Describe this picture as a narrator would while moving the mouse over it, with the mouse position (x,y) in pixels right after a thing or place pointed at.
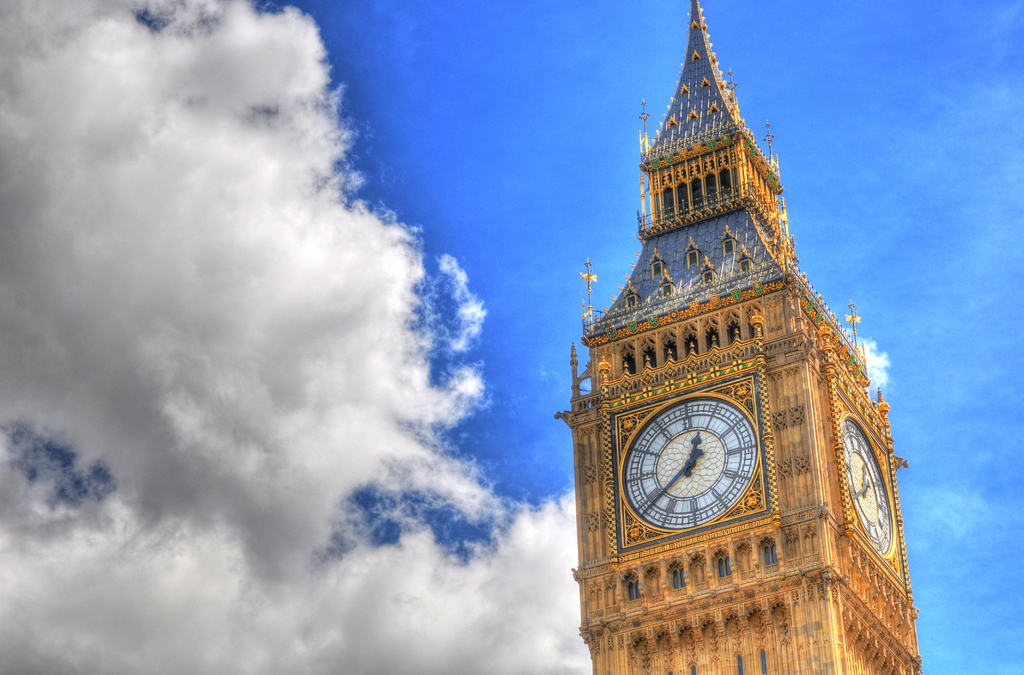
In this image on the right (687,466) there is a clock tower (687,475). The sky (499,558) is cloudy.
